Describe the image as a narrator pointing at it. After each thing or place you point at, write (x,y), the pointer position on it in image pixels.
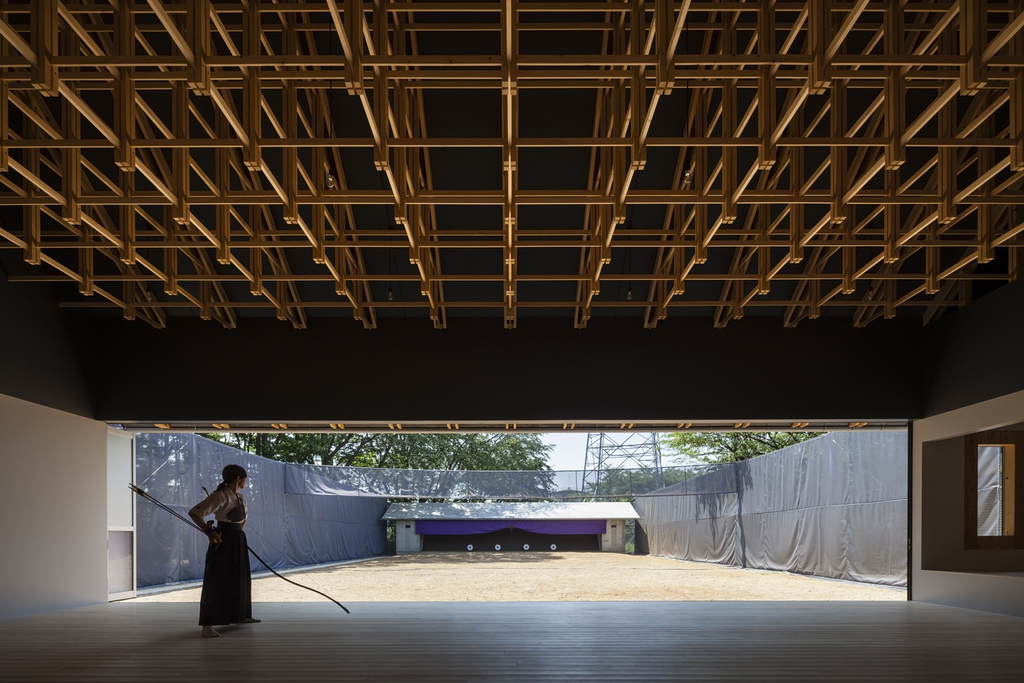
This is a shed (541,411) and here we can see a lady (240,597) standing and holding sticks (182,517). In the background (508,458), there are trees (714,445) and there is a tower (633,457). At the top (295,166), there is roof (409,254).
